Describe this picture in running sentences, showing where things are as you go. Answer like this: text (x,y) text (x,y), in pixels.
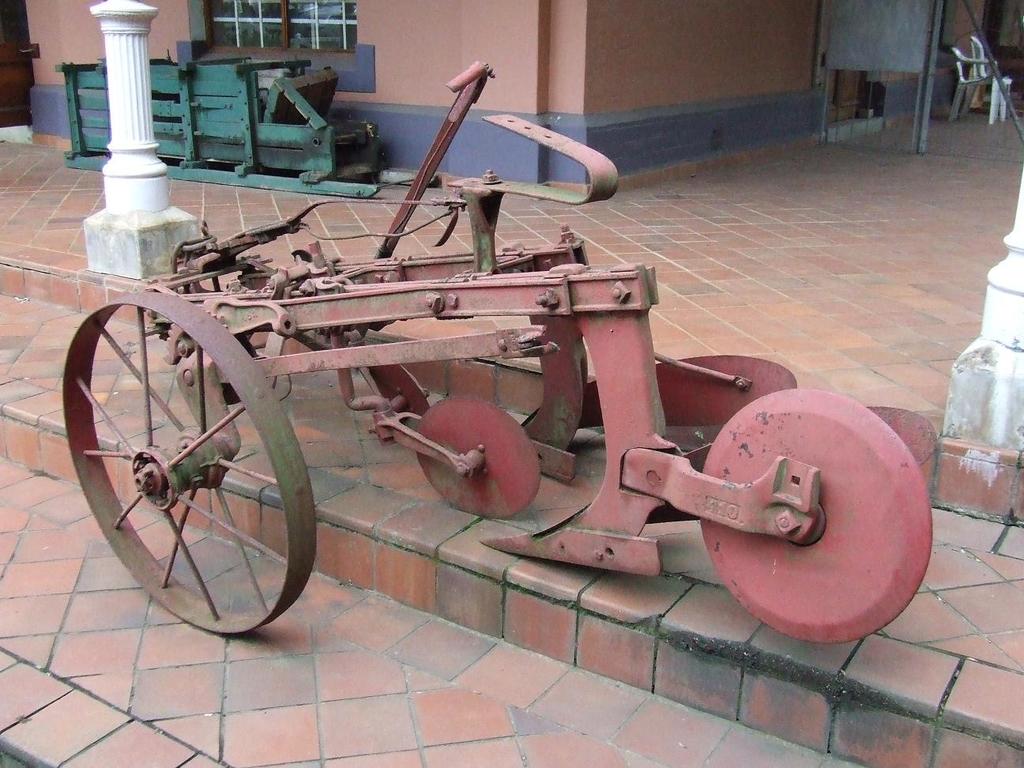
In this picture we can see a cart (284,594) on steps (363,463), pillar (126,60), window (239,34), walls (572,40) and an object (291,124) on the floor (608,234) and in the background (958,76) we can see chairs (975,67), some objects (904,71).
